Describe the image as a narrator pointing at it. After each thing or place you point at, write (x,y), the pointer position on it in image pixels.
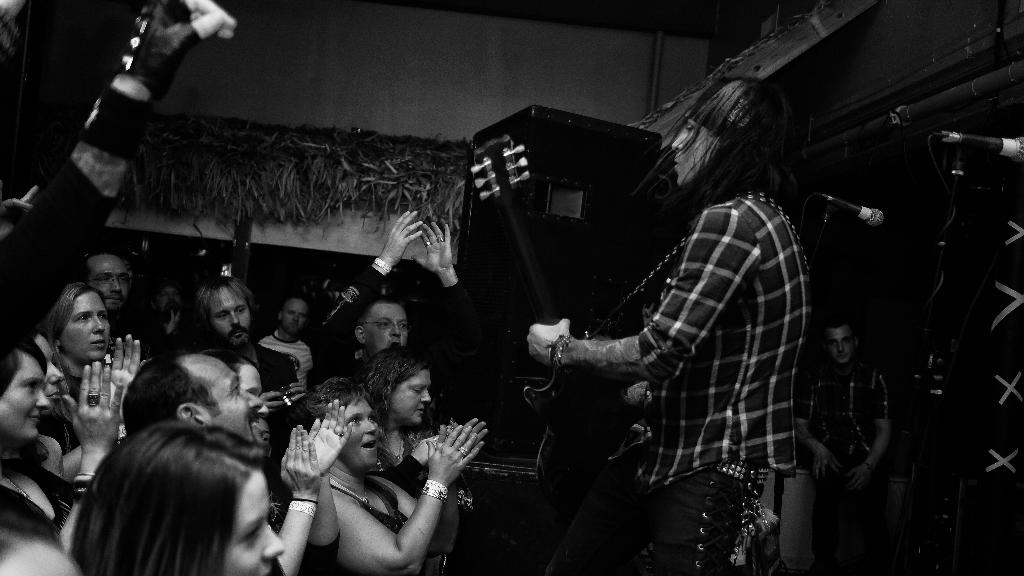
In the foreground of this black and white image, on the right (783,468), there are two men (844,448) and mic (826,198), where a man (715,450) is holding a guitar (557,434). On the left (276,332), there are people (202,427) cheering. In the background (562,235), there are speaker boxes (574,224), wall (427,87) and few dried leaves (340,166).
